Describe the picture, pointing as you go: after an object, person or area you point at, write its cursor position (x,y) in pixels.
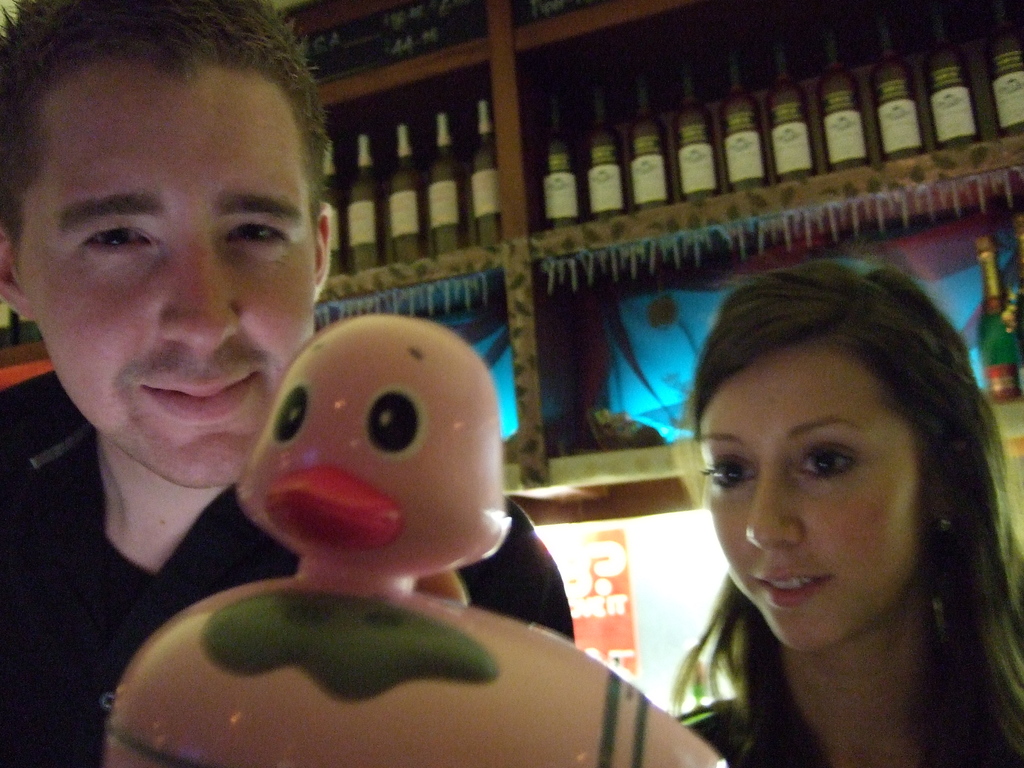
In this image I can see a woman (713,440) and man (200,354), in front of them I can see a toy (288,520) at the top (809,97) I can see a rack (529,268), in the rack (804,46) I can see bottles (733,101).
